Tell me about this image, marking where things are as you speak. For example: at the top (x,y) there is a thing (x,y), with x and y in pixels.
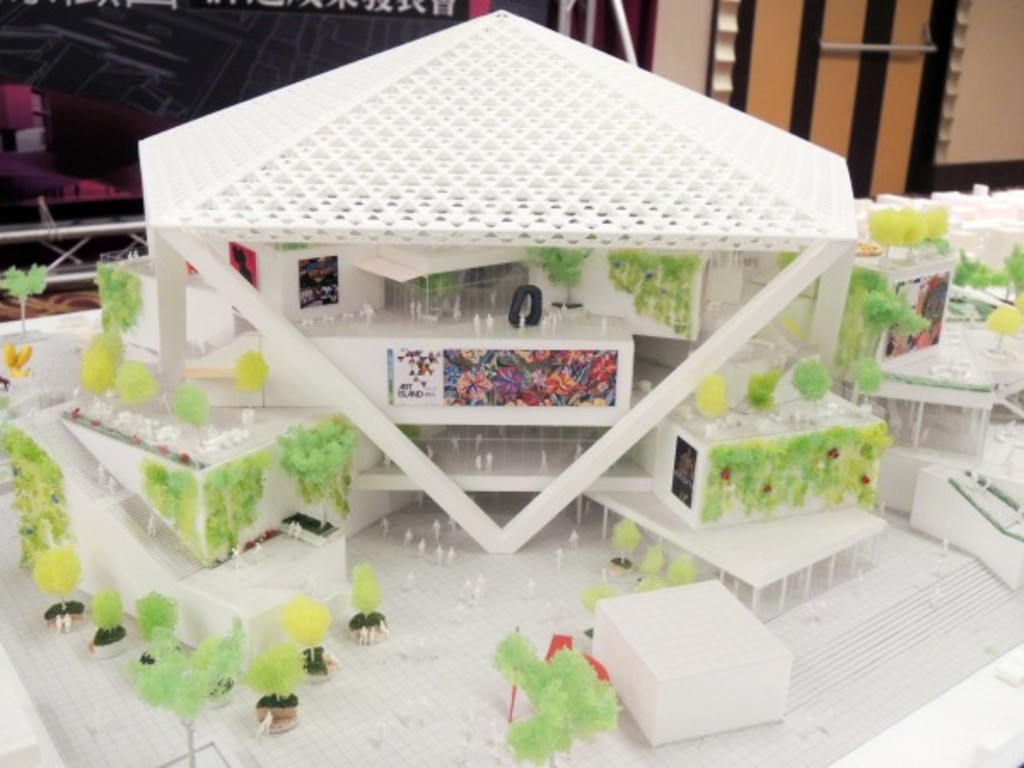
Here in this picture on a table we can see a miniature house (277,431), plants (328,450) and trees (348,445) and other things (516,375) present over there and behind that we can also see a door (820,137) present over there.
